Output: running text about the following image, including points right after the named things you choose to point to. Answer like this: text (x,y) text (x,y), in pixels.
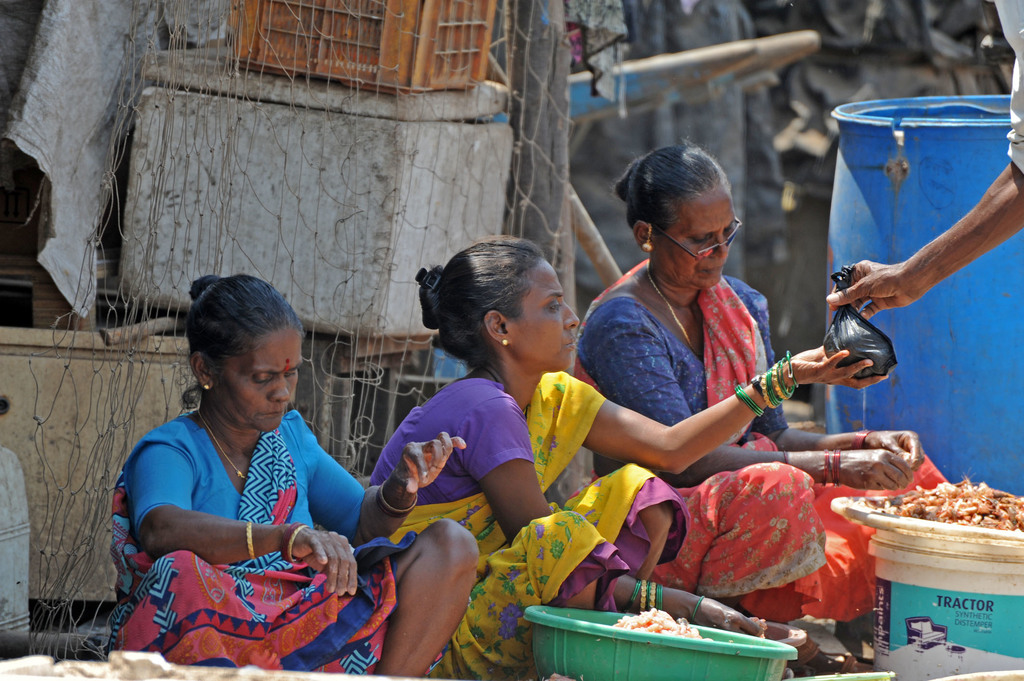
In this image we can see people (492,251), drum (905,124), basket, box (339,117), mesh (164,169), container (613,678), bucket (1009,612) and things (655,615). Background (868,56) it is blur. A person (975,232) is holding a plastic bag (849,314).
